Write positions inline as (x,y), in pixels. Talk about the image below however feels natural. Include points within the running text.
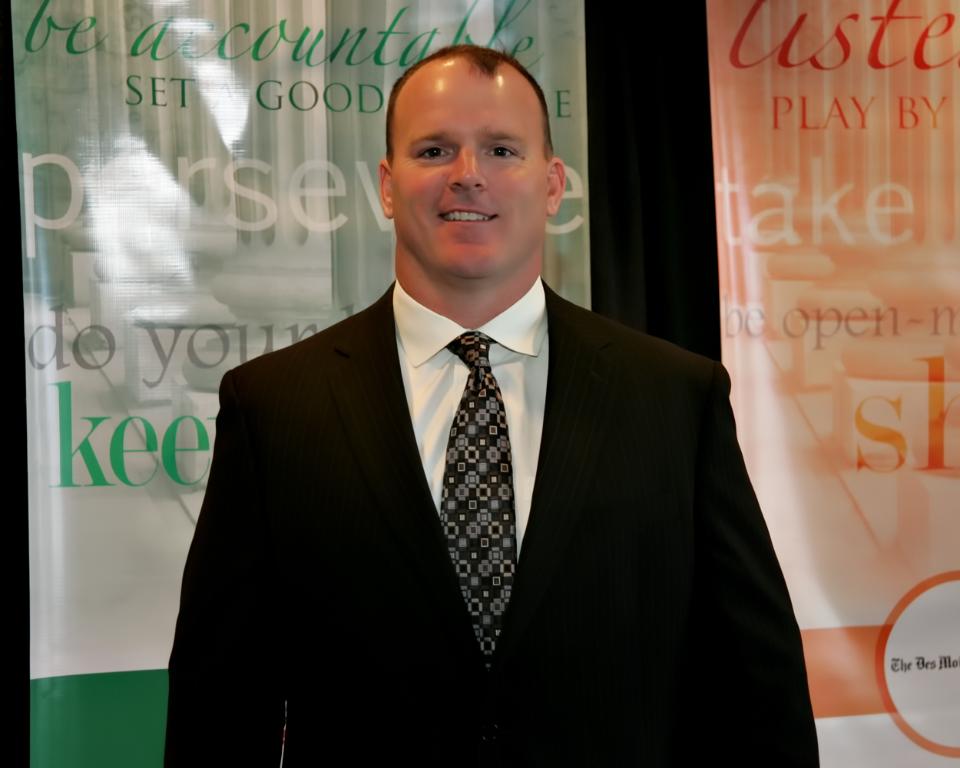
In this image we can see there is a person (438,444) standing with a smile on his face (503,266), behind him there is a banner (893,569) with some text (261,333).
